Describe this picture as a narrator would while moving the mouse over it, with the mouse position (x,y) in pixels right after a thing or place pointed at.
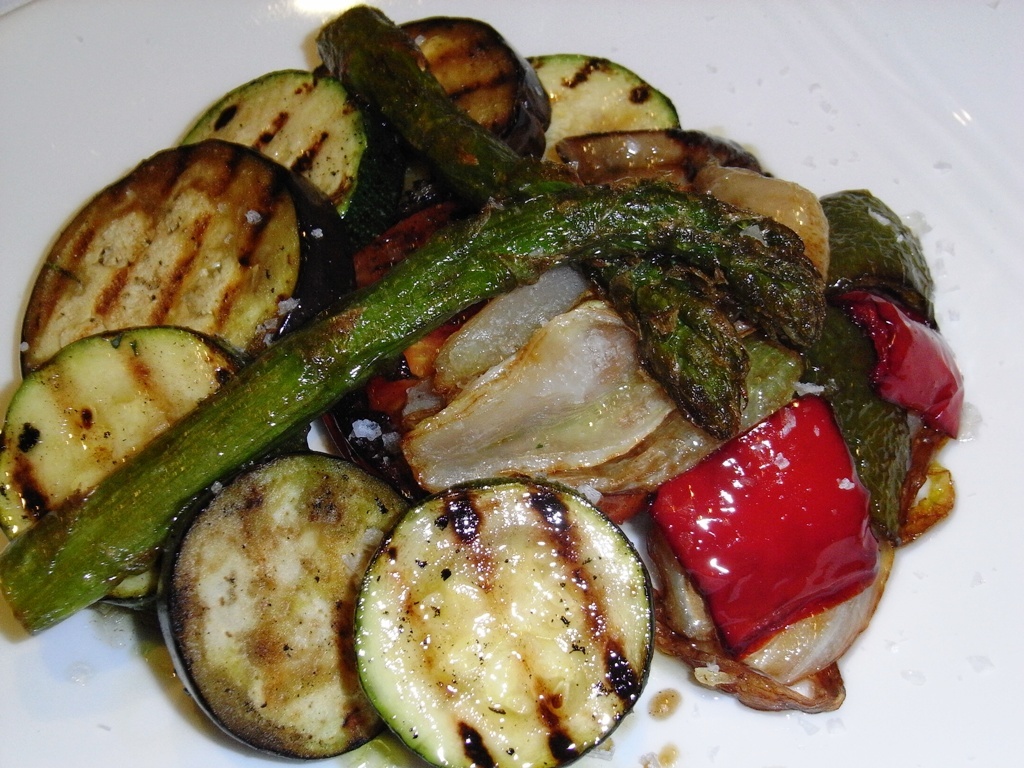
In the center of the image (486,323) we can see food (559,409) placed on the plate (1010,243).
